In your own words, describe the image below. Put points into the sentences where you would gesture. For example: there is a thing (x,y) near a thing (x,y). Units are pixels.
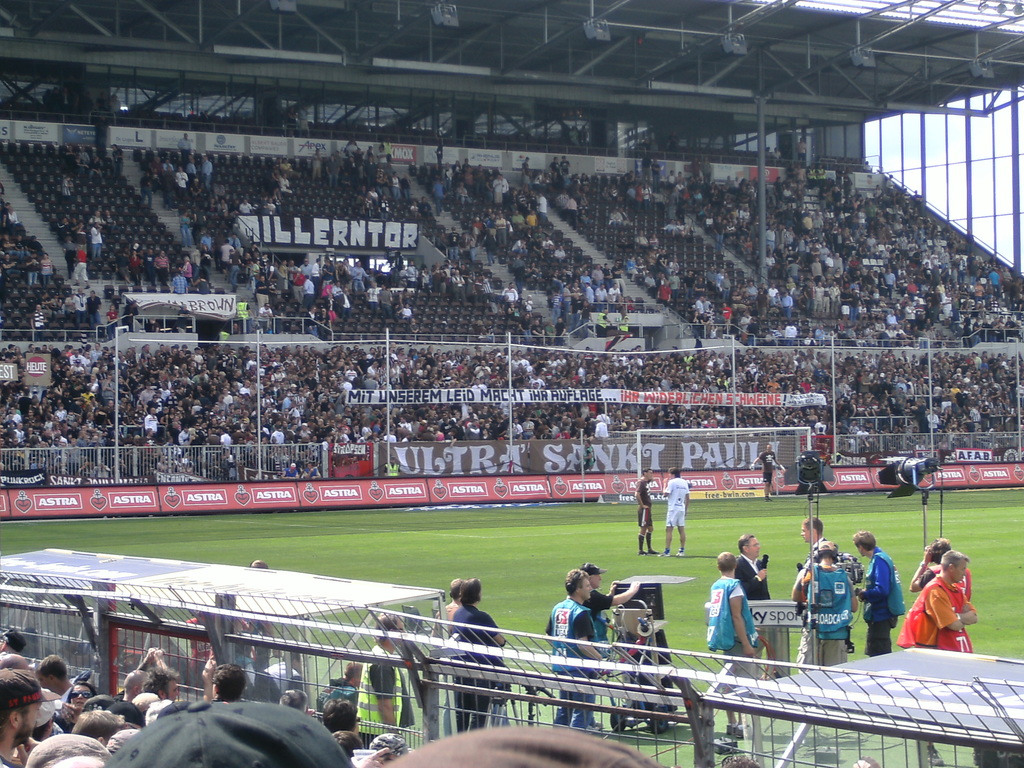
In this image I can see group of people (750,554) standing. The person (720,595) in front (728,578) wearing blue jacket (728,609). Background (860,443) I can see railing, few other persons (817,331) sitting.
